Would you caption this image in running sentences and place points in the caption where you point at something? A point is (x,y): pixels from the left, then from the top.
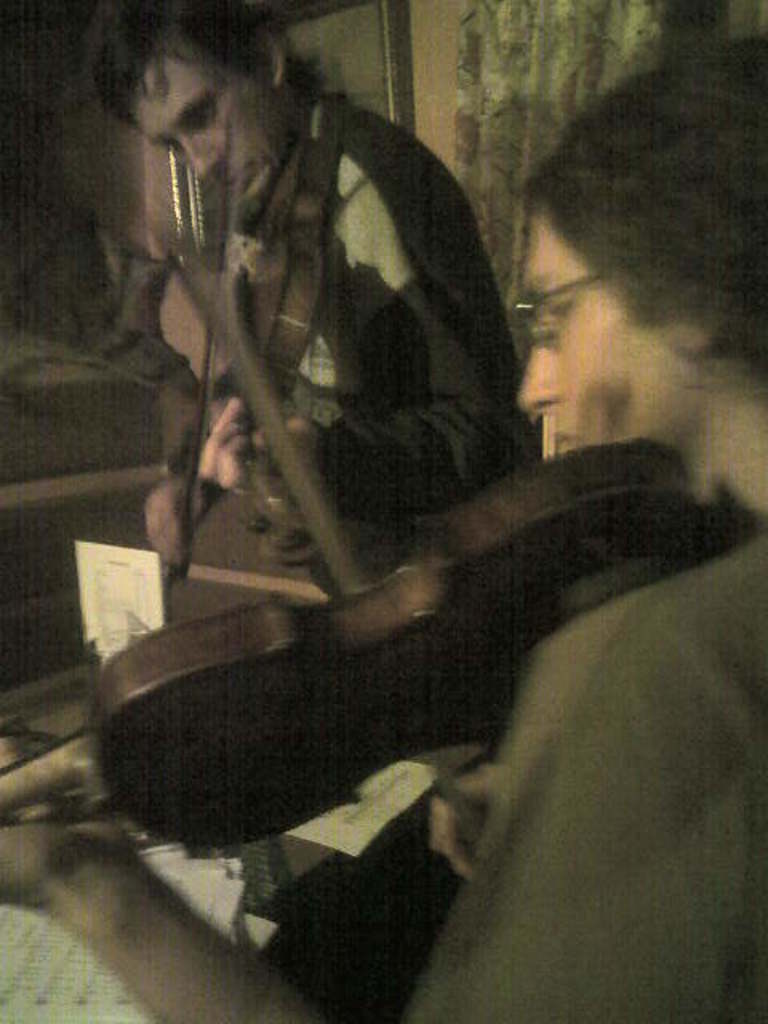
In this picture there are two people (636,801) sitting and playing the violin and there are some papers (41,988) here in front of them.
